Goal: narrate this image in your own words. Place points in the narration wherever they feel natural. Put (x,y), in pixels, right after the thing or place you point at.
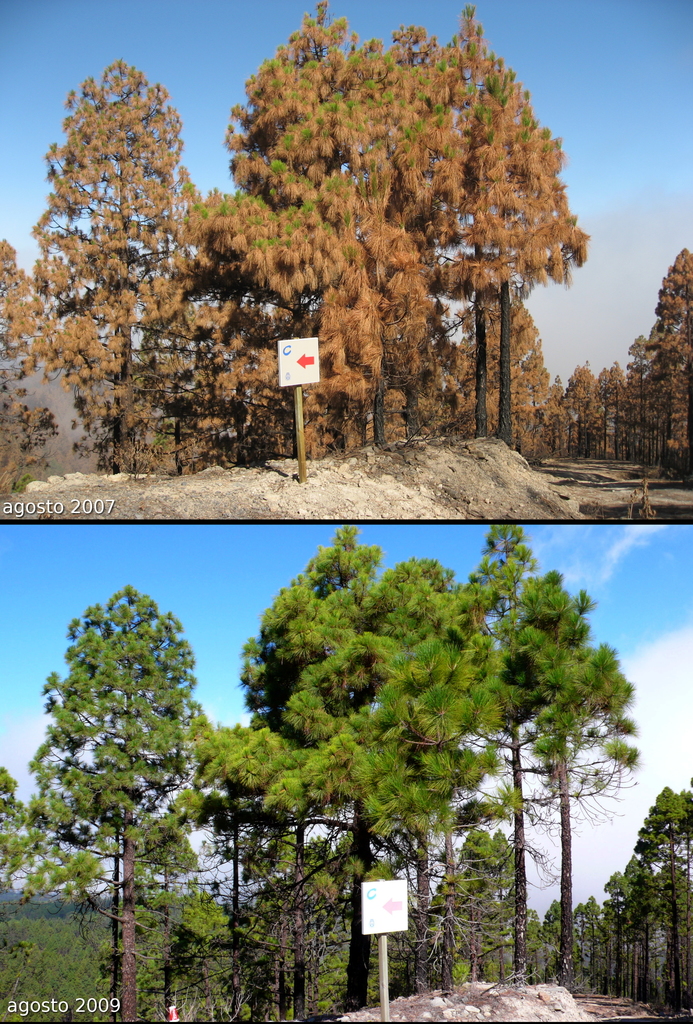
This is an edited image. This picture is the collage of two images. At the bottom (369,920), we see trees (366,869), a pole (386,958) and a board (397,907) in white color. In the background (231,642), we see the sky (85,570), which is blue in color. At the top (317,77), we see trees (249,91), a pole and a board (293,375) in white color. We even see the sky (507,59), which is blue in color.
